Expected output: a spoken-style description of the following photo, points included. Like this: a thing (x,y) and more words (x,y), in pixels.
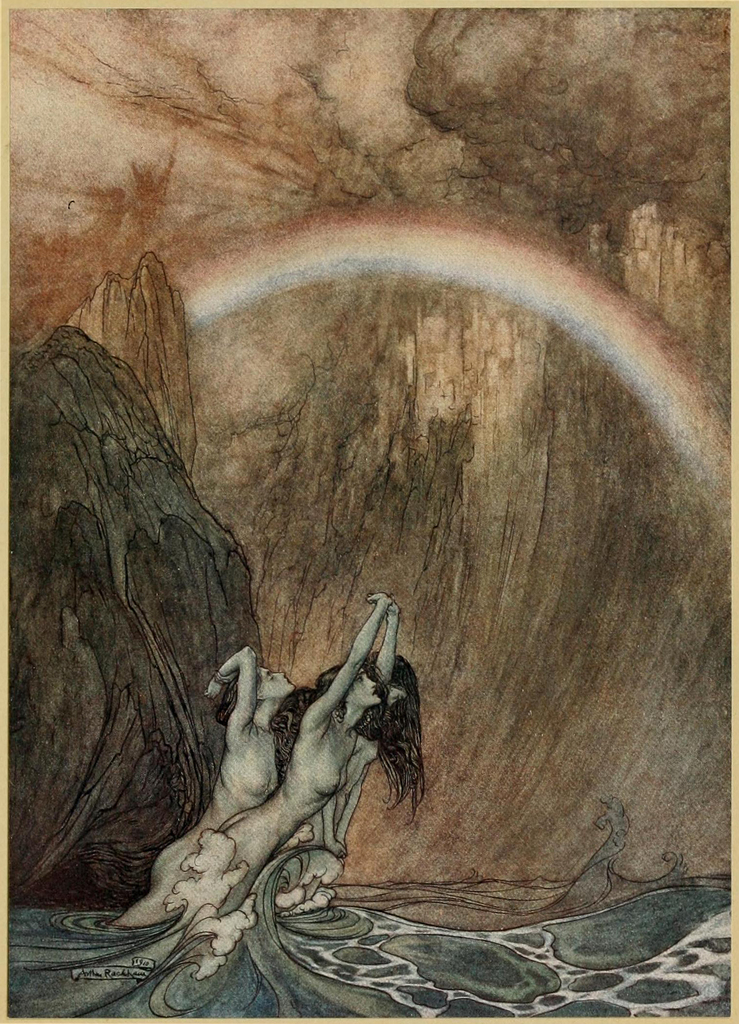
This is a painting. In this painting, we can see there are three woman (253,759) in nude and they are partially in the water (250,912). In the background (419,430), there is a rainbow (199,295), there are mountains (19,614) and there are clouds (571,117) in the sky (441,159).
